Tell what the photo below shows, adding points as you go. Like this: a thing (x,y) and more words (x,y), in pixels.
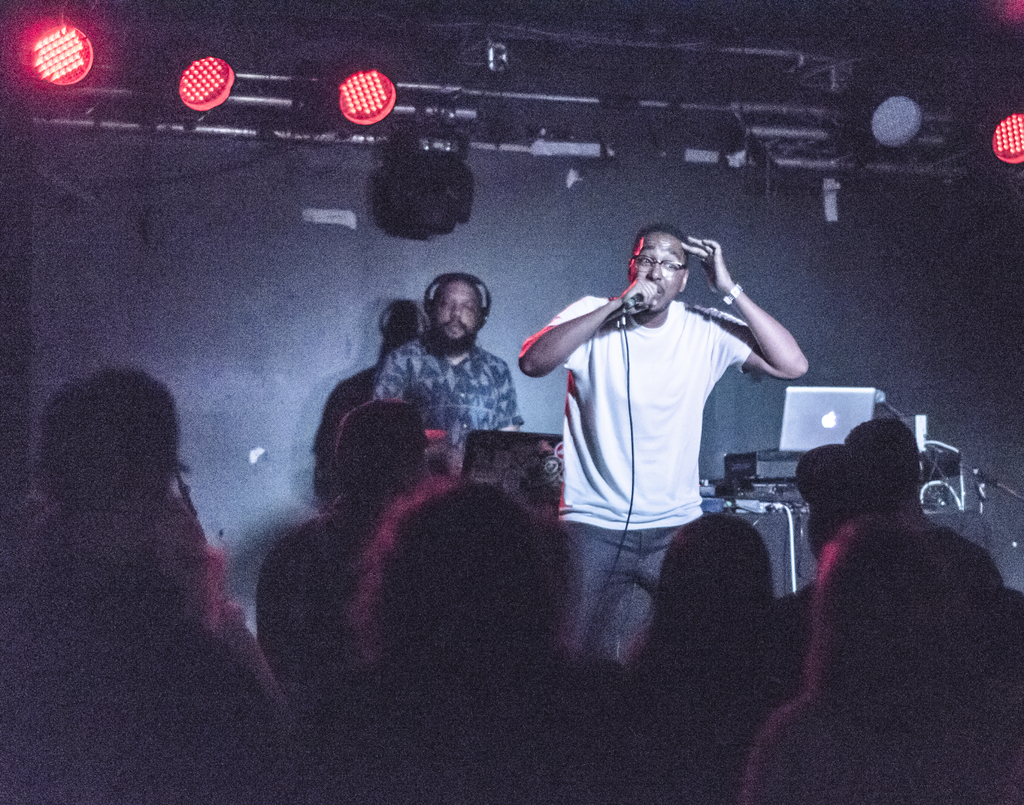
In a room (310,359) there are lot of crowd (987,615) and two man (763,331) standing on stage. one holding microphone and other wearing headset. Behind them there are laptops (801,426) and at top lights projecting on crowd (516,547).
